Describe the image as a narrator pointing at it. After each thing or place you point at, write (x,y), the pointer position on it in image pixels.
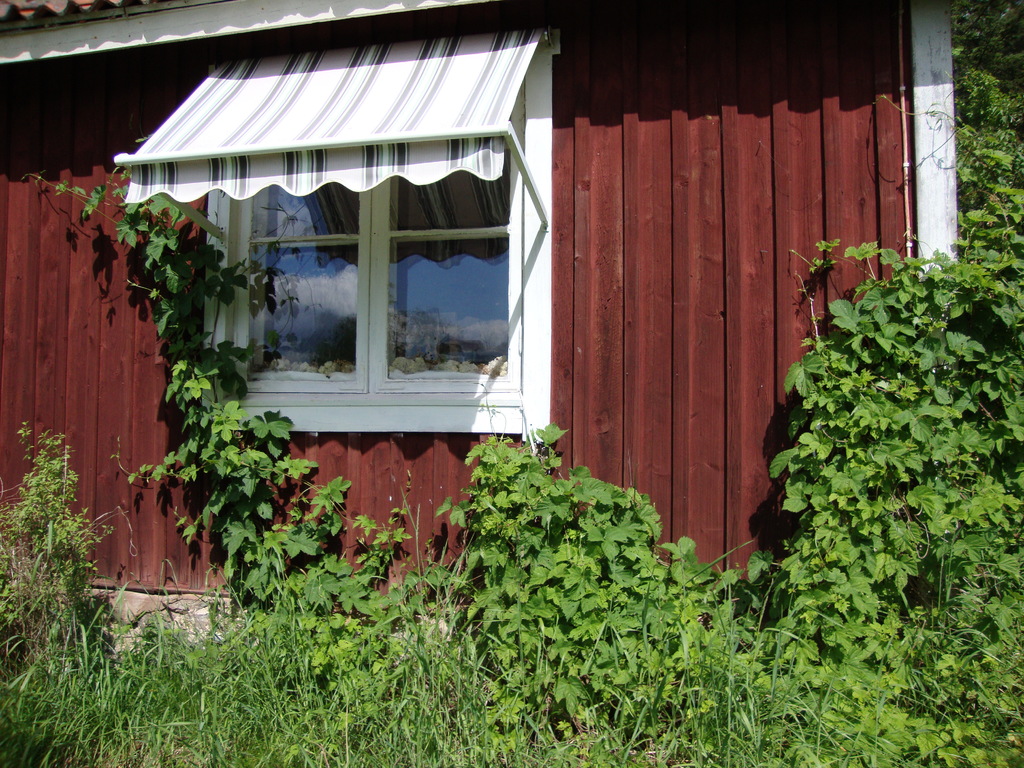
In this picture I can see there is a building (437,292), it has a glass window (373,265) and there are grass (283,644) and plants (483,648) here.
